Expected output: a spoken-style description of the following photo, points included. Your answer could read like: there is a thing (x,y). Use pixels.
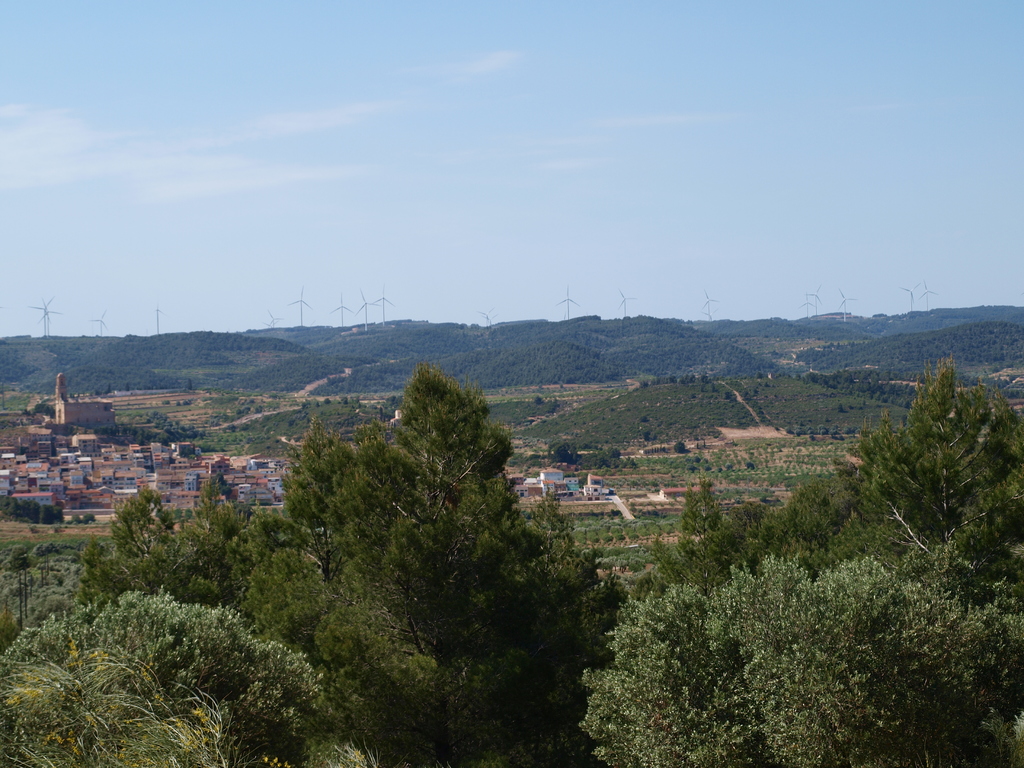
In this image we can see trees (682,579), ground (626,457), houses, and windmills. In the background (372,259) there is sky (569,193).
